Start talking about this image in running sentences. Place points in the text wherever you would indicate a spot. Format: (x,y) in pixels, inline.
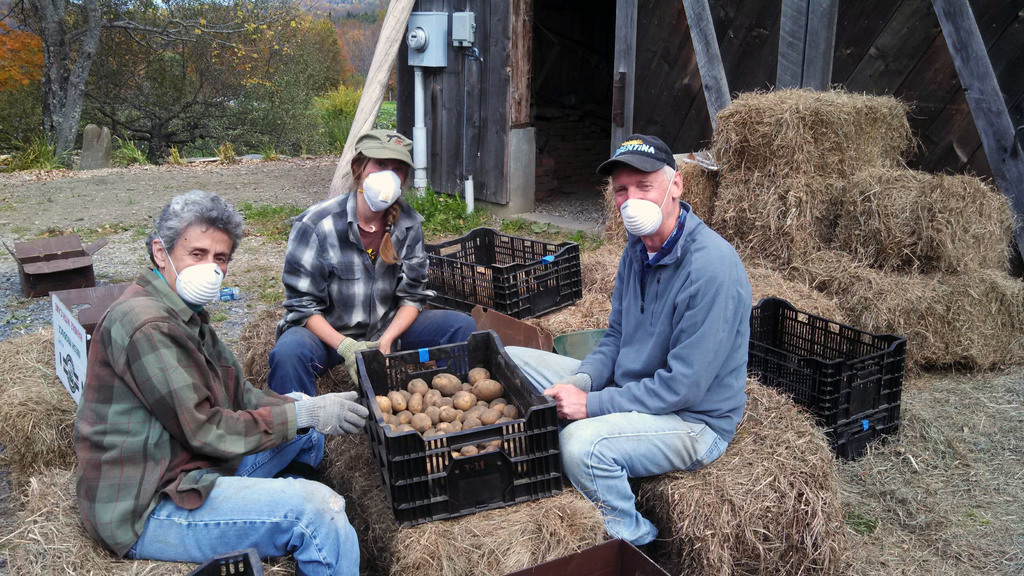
In the image few people (581,485) are sitting and there are some baskets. Behind the basket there is grass (813,295) and shed (833,5) and trees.
